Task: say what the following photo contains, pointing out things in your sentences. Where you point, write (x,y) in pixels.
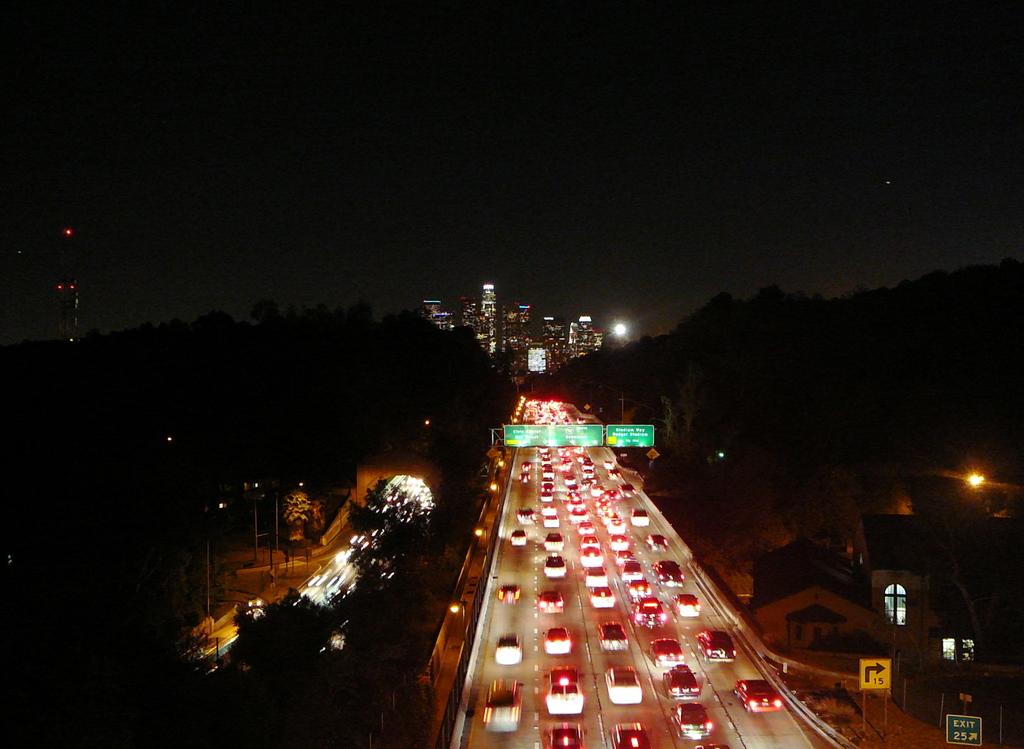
There are vehicles (553,564) on the road (514,560) in the center of the image (601,484) and house structures (852,556) on the right side (868,589). There are trees (233,444) on both the sides, there are buildings (522,343), sky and light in the background area (580,355).
